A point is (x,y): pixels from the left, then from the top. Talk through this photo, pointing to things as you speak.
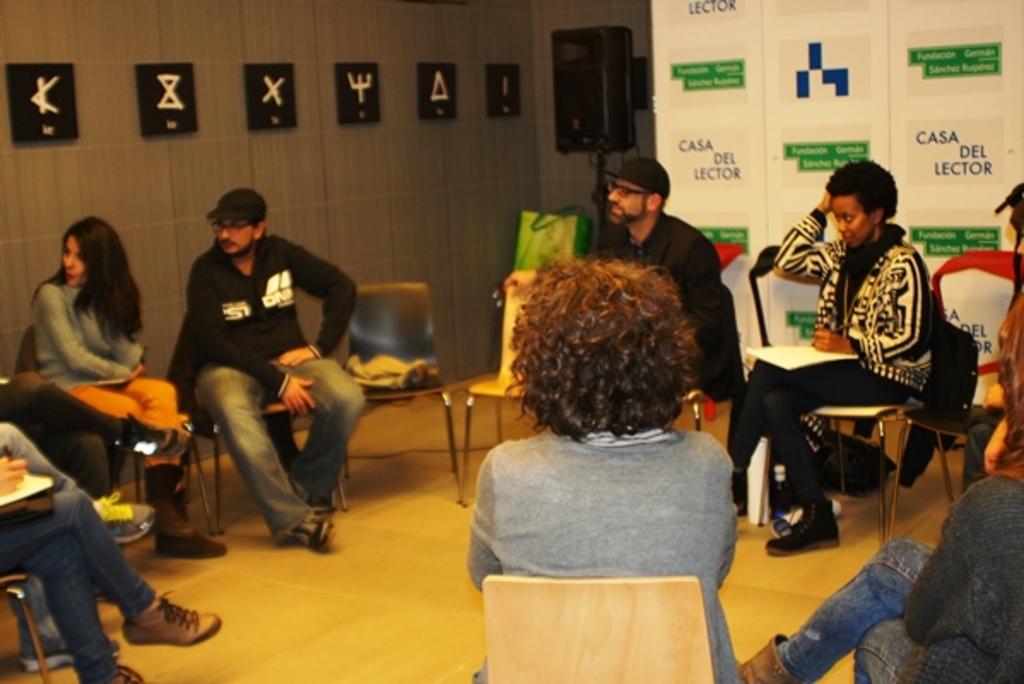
In this image there are persons (548,363) sitting. In the background (846,129) there are banners (811,124) with some text (916,139) written on it and there are frames (454,111) on the wall (229,115).
